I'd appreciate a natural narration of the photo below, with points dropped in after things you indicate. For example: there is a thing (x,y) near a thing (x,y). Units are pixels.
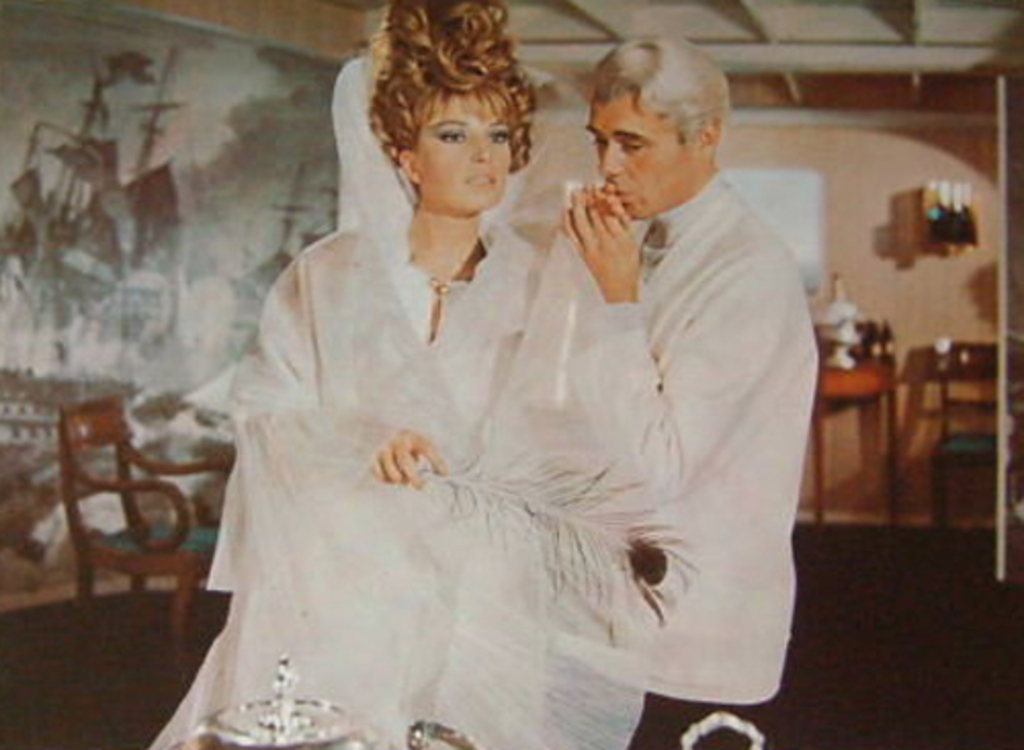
In the center of the image (425,374) we can see two people (318,463) are standing. And the woman (561,226) is holding a peacock feather (427,475) and the man (657,194) holding her hand (604,191). At the bottom of the image (312,717) we can see some objects (461,734). In the background (775,37) there is a wall (31,267), roof (779,25), one table (869,369), board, chairs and a few other objects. And we can see some painting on the wall (958,126).
